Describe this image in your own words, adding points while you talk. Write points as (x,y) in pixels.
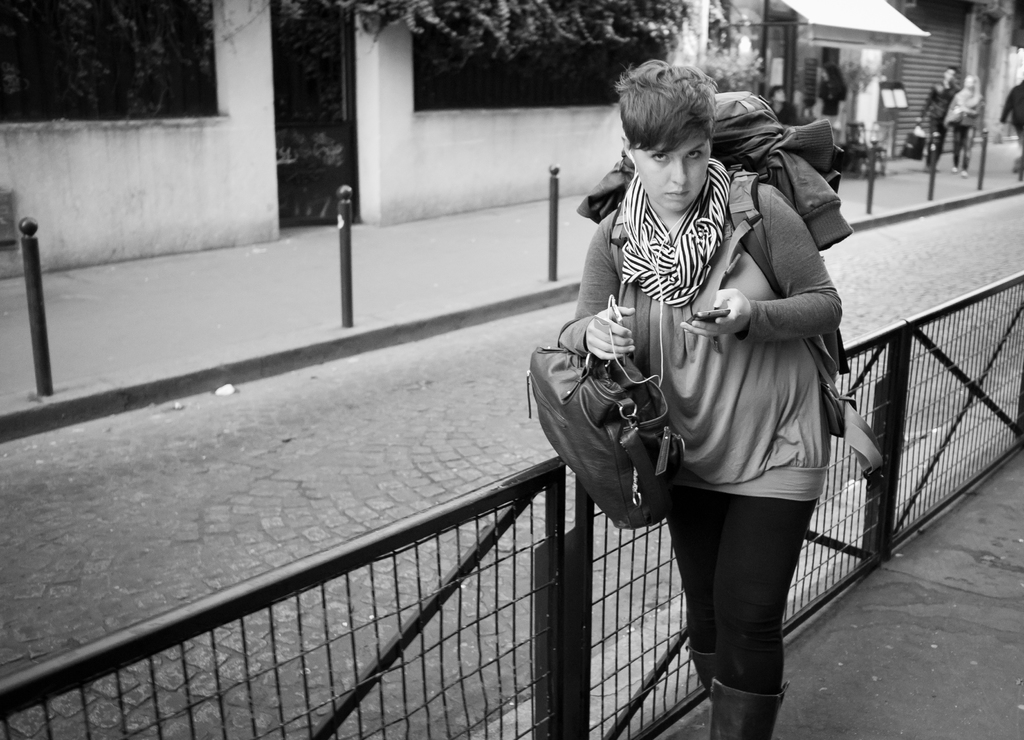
This is a black and white image, in this image there is a footpath (909,657), on that footpath (919,670) people (717,517) are walking to that footpath (844,657) there is fencing (374,632) and another footpath (9,293) there are rods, in the middle (376,442) there is a path (497,392) in the background (763,75) there are houses (894,42) and plants (437,24).
